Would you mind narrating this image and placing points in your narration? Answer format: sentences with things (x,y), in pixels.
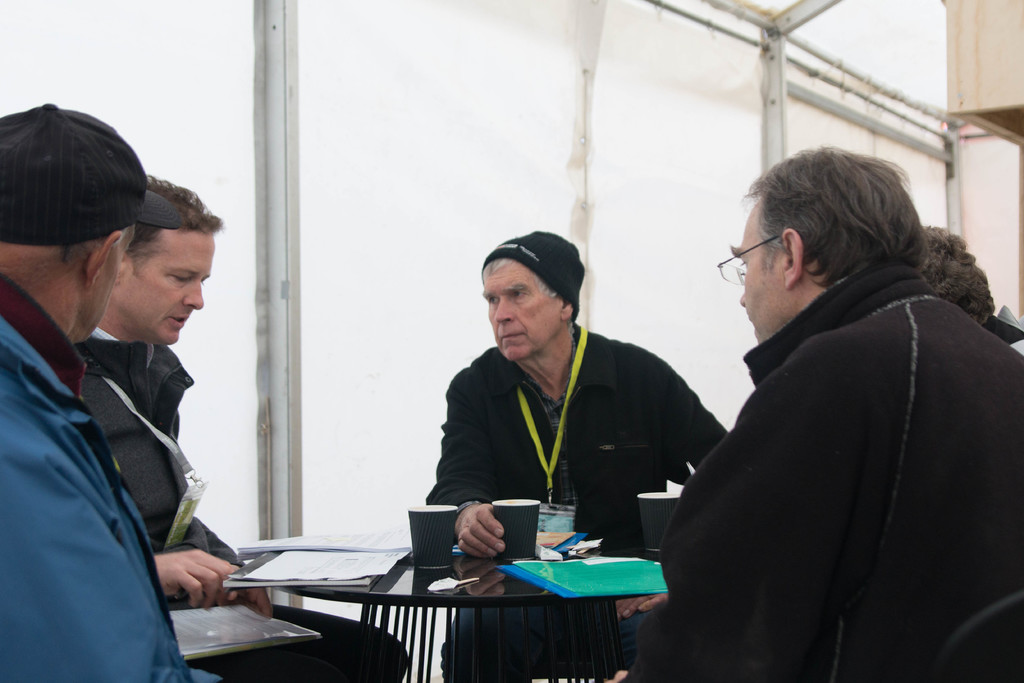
In this image there are five people (36,260) sitting on the chair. On the table (385,576) there is a cup (414,541), file (555,587) and papers (322,568).
